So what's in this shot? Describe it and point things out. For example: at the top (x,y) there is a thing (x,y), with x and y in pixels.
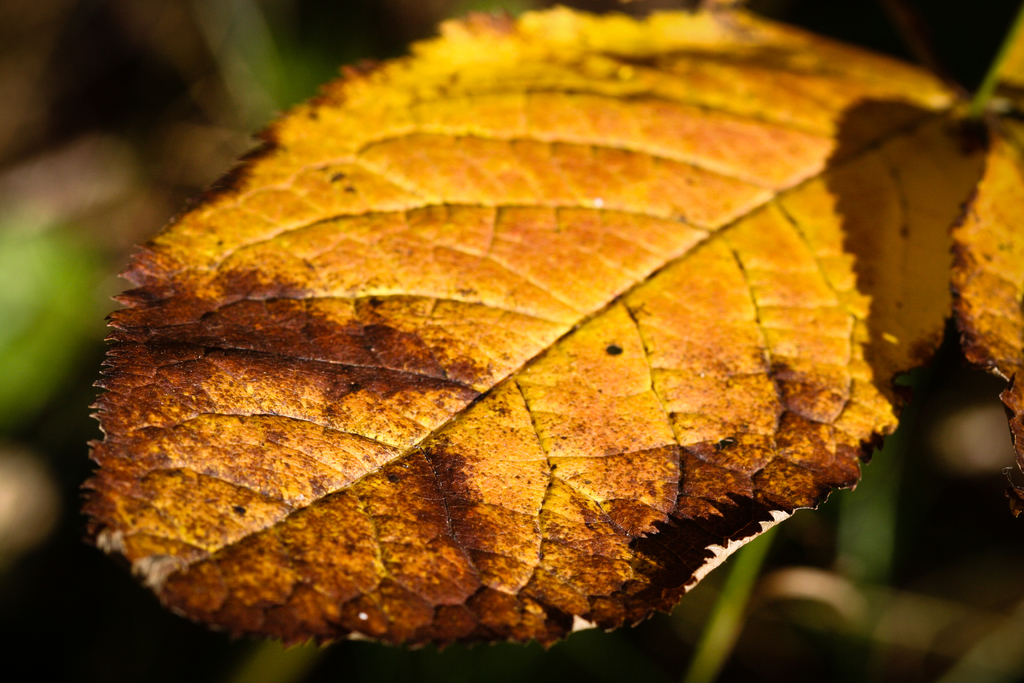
In this picture we can see a few leaves (601,481). Background (95,11) is blurry.
